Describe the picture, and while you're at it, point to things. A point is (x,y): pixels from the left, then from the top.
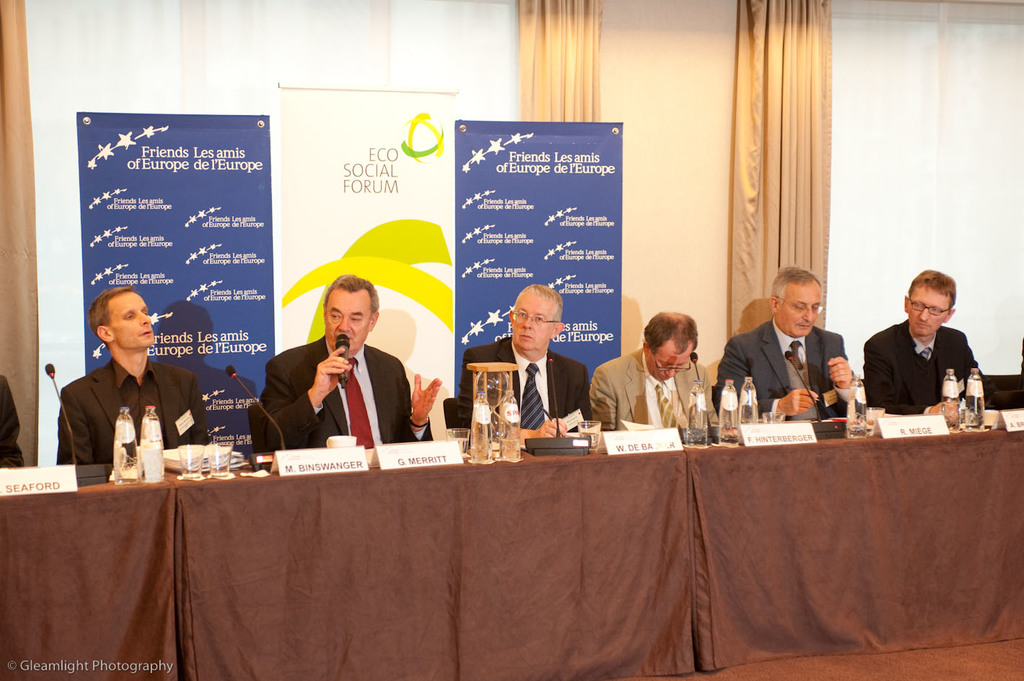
In this image I see 6 men (65,444) who are sitting and I see there is a table (735,469) in front of them on which there are name boards (451,461) and I see words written on it and I see the mics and I see the water bottles (519,414) and glasses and I see that this man (358,359) is holding a mic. In the background (269,345) I see the wall (710,221), curtains (131,52) and few boards (360,125) on which there are words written and I see the logo (394,278).
